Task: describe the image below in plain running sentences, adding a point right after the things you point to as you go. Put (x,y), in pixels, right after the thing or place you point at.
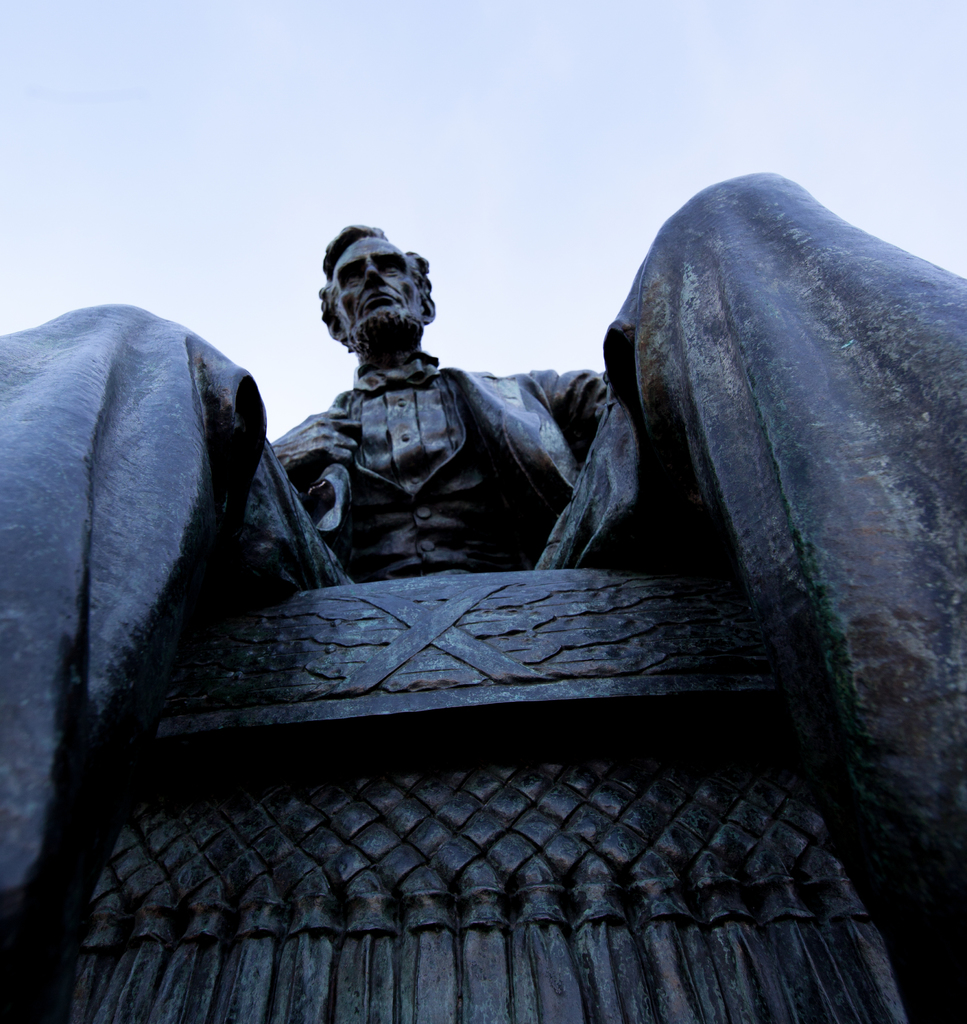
In this image we can see the statue (363,493) of a man (415,513) sitting on a platform (541,1006). In the background (256,86) we can see the sky (246,271).
